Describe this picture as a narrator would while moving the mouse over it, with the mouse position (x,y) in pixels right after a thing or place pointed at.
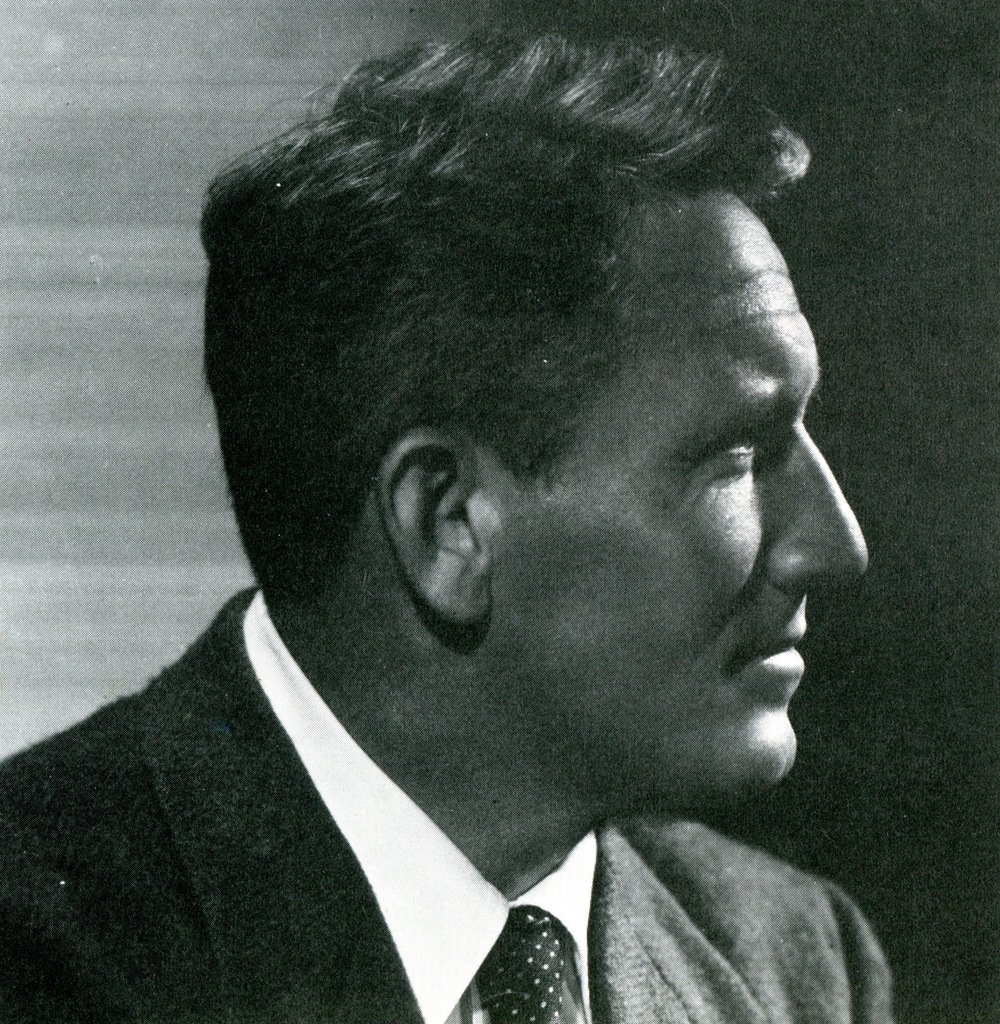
In the image we can see black and white picture of a man (278,753) wearing clothes (289,736) and the background (28,662) is dark.
